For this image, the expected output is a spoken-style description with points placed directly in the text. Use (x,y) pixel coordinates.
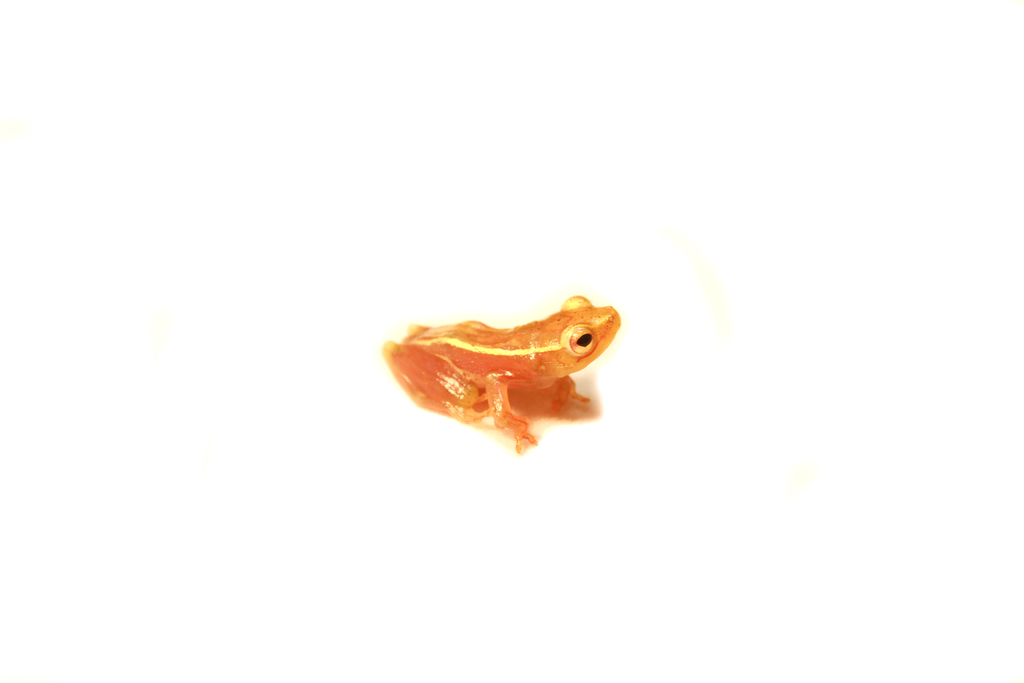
In this picture I can see a frog (533,354) on an object (534,305).
